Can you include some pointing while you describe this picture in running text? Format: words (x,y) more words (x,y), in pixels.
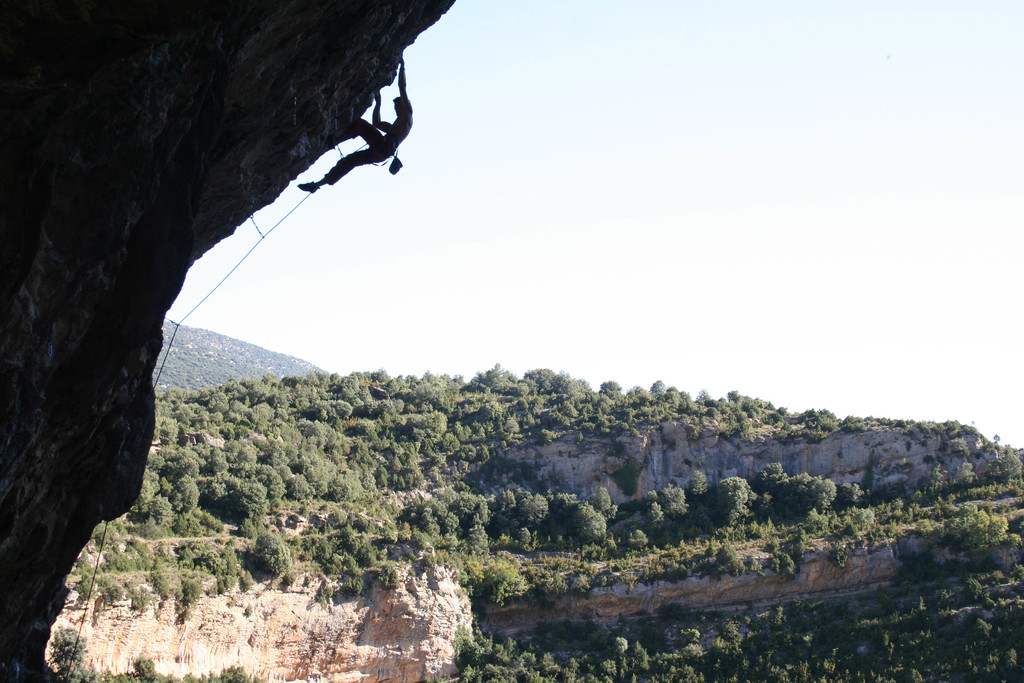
Here a man (327,178) is climbing a mountain (372,20) with the help of a rope (230,276). In the background (412,487) we can see trees (555,499), mountains (216,365) and sky (640,192).
